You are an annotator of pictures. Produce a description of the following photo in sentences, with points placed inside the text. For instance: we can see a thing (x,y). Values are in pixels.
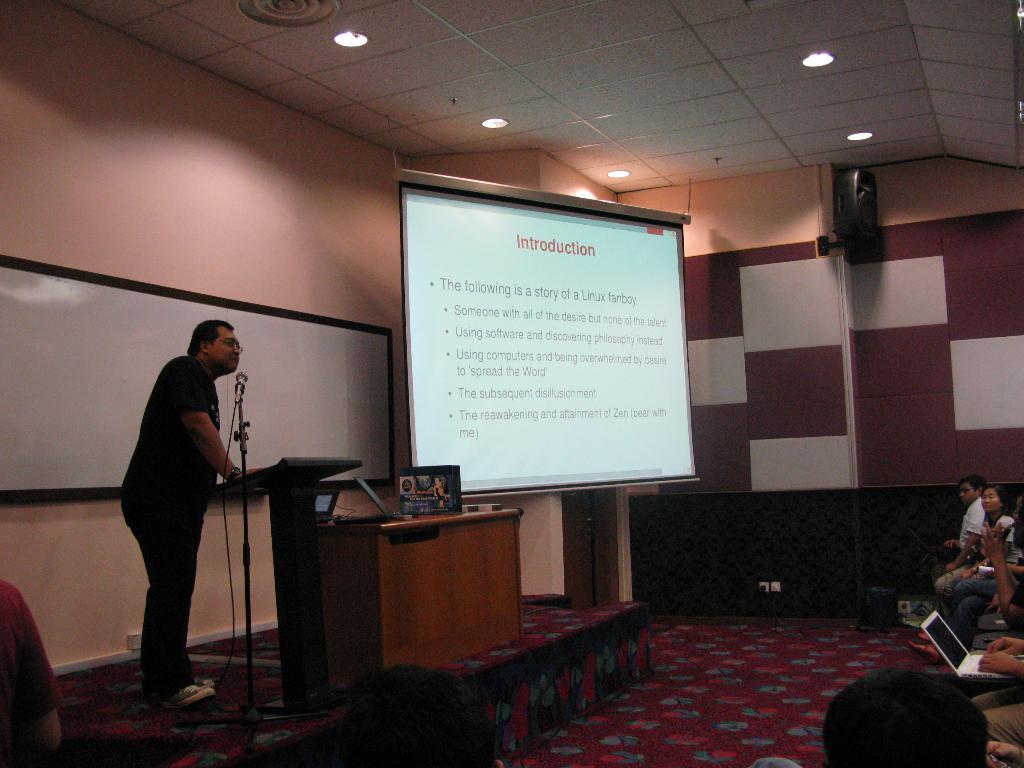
The man (171,581) on the left side (171,581) who is wearing a T-shirt (183,440) and spectacles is standing in front of the podium (220,490). In front of him, we see a microphone (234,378). I think he is talking on the microphone (248,529). Beside that, we see a table (417,538) on which laptops (384,501) are placed. Beside that, we see a projector screen (563,288) which is displaying something on it. In the right bottom of the picture (1005,560), we see people (981,573) sitting on the chairs (1010,633) and a person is operating the laptop (954,648). On the left side (223,249), we see a white wall (129,243) on which white color board (79,404) is placed. In the background (733,321), we see a wall (827,358) which is in white and brown color. At the top of the picture (524,133), we see the ceiling (524,133) of the room (510,210). This picture might be clicked in the conference room (577,519).
